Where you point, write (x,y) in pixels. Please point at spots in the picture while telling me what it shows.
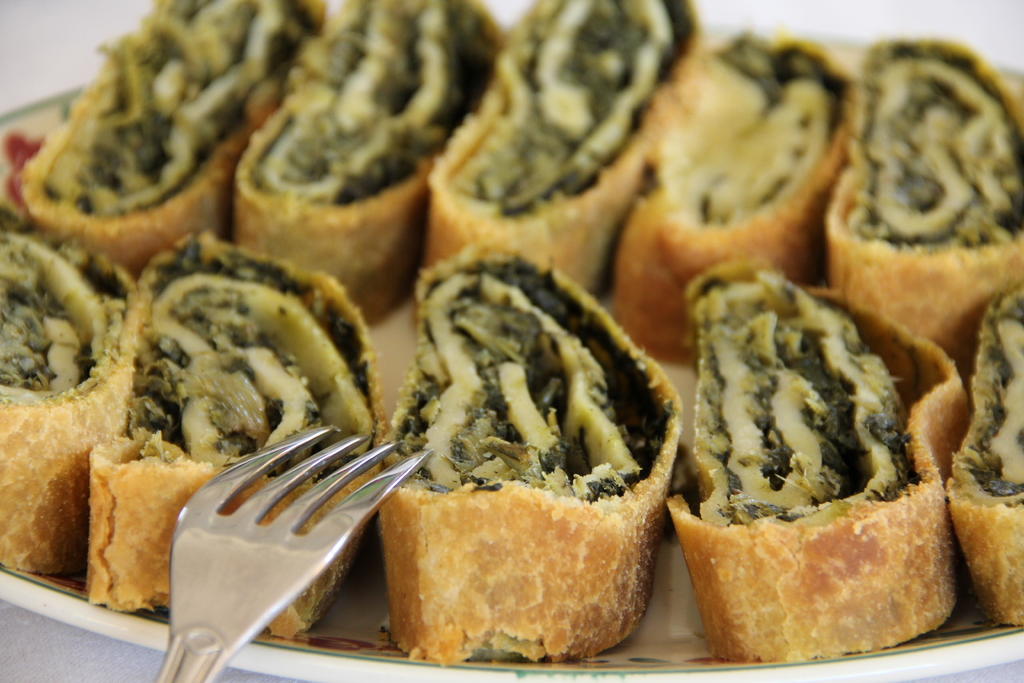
There is a plate (87,623) on a surface (39,639). Near to the plate (167,625) there is a fork (260,600). On the plate (367,615) there are some food item (482,264).
